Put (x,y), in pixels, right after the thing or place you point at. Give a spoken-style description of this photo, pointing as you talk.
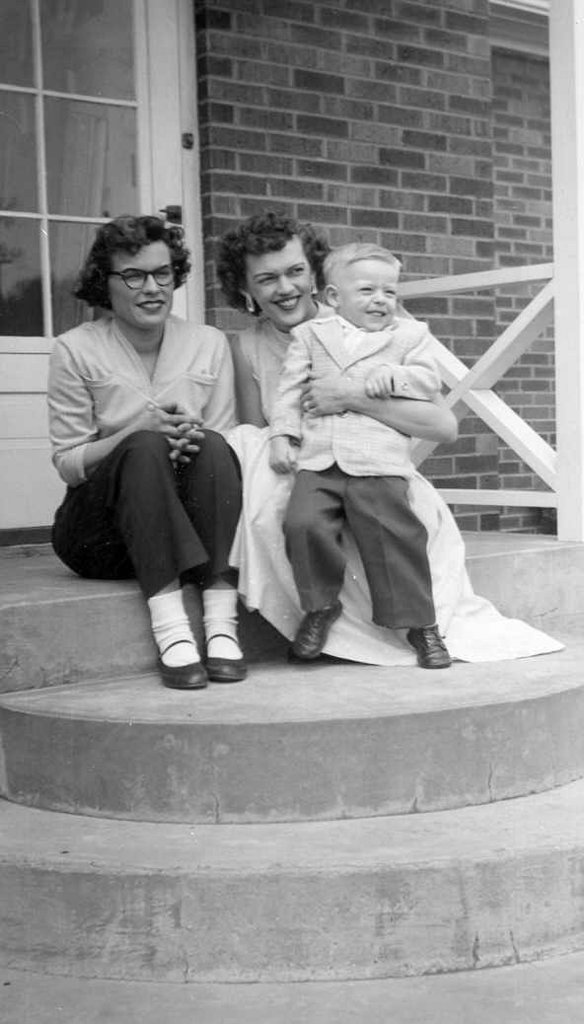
In this image I can see few people (259,497) are sitting on stair (105,653) and one person (476,606) is holding the kid (421,376). I can see the door (71,21) and the wall (450,254).
